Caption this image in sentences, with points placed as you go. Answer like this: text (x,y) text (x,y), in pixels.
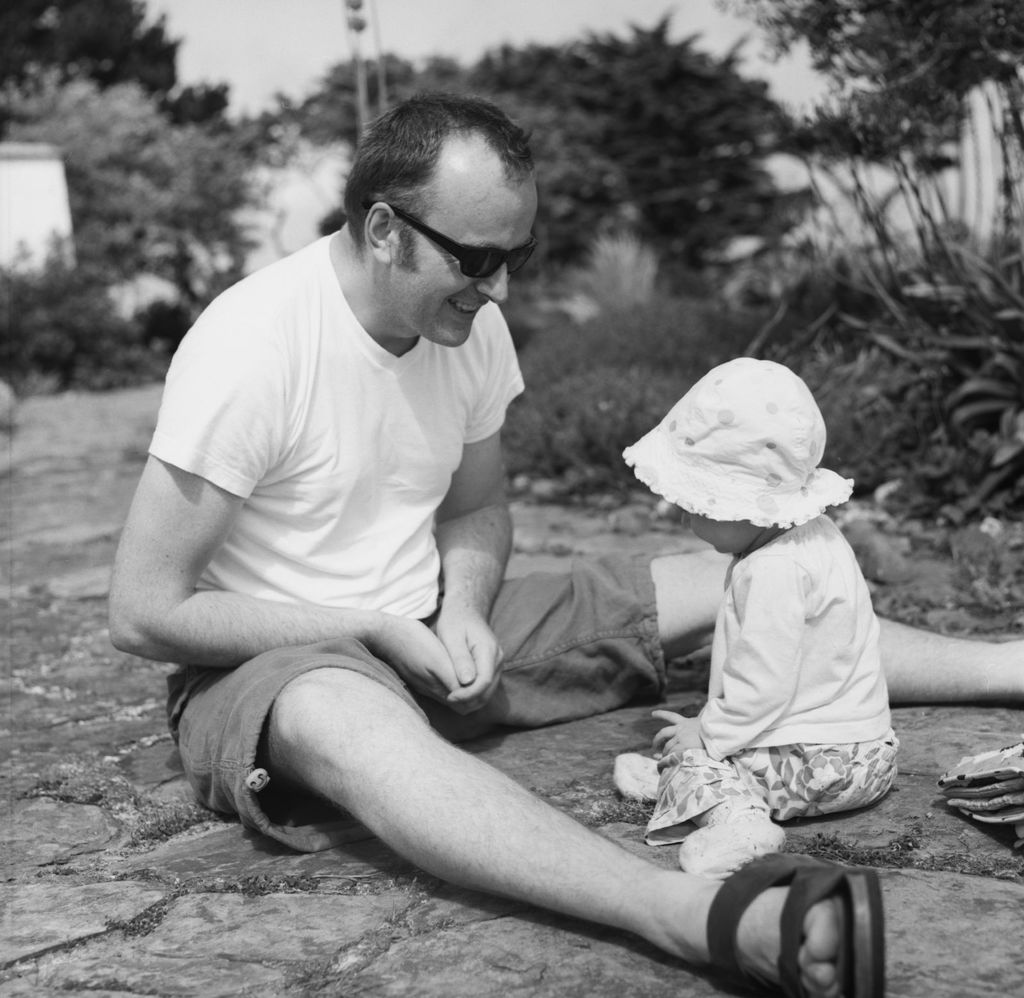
It is the black and white image in which there is a man (302,481) sitting on the floor (147,748) and playing with the kid (754,636) who is in front of him. In the background (125,138) there are trees (571,79).
